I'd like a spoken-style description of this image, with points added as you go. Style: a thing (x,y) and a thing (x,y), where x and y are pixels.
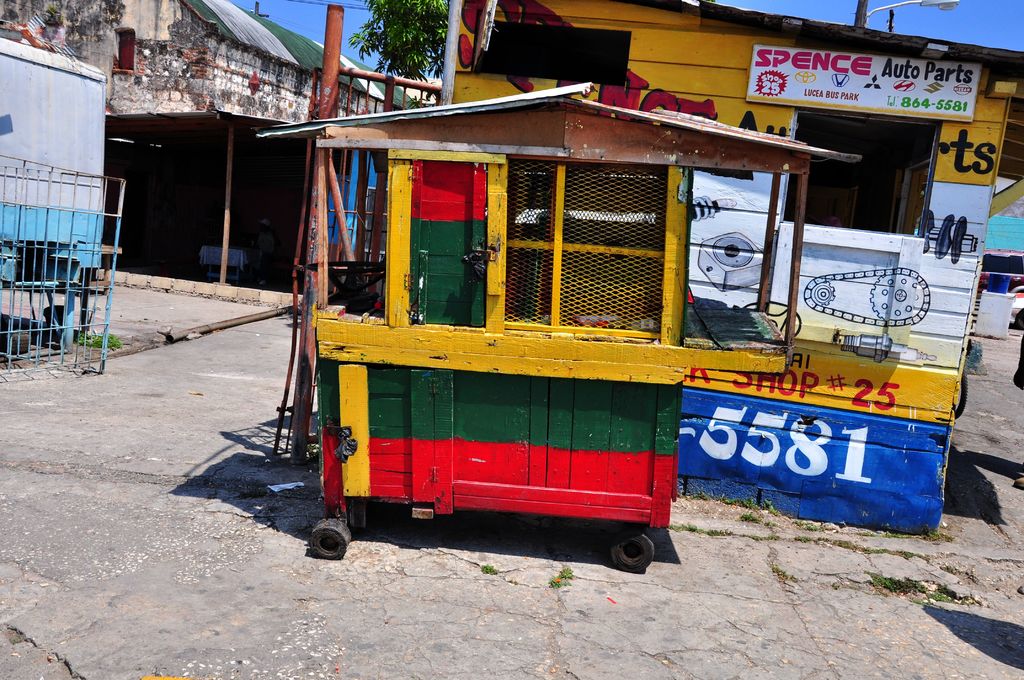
In front of the picture, we see a food truck cart (593,353) in yellow, green and red color. Beside that, we see a pole (331,98). Behind that, we see a building (749,232) in yellow, white and blue color. On top of the building (816,44), we see a board (777,81) in white color with some text (836,92) written on it. On the right side (1019,275), we see a car (1019,292) and a white board (1008,311). On the left side (37,190), we see the railing (86,277) and a food truck cart (81,223) in white and blue color. There are trees (421,34) and a building (287,52) in the background (405,23). At the top (876,16), we see the sky (362,10) and at the bottom (493,591), we see the pavement (588,541).
